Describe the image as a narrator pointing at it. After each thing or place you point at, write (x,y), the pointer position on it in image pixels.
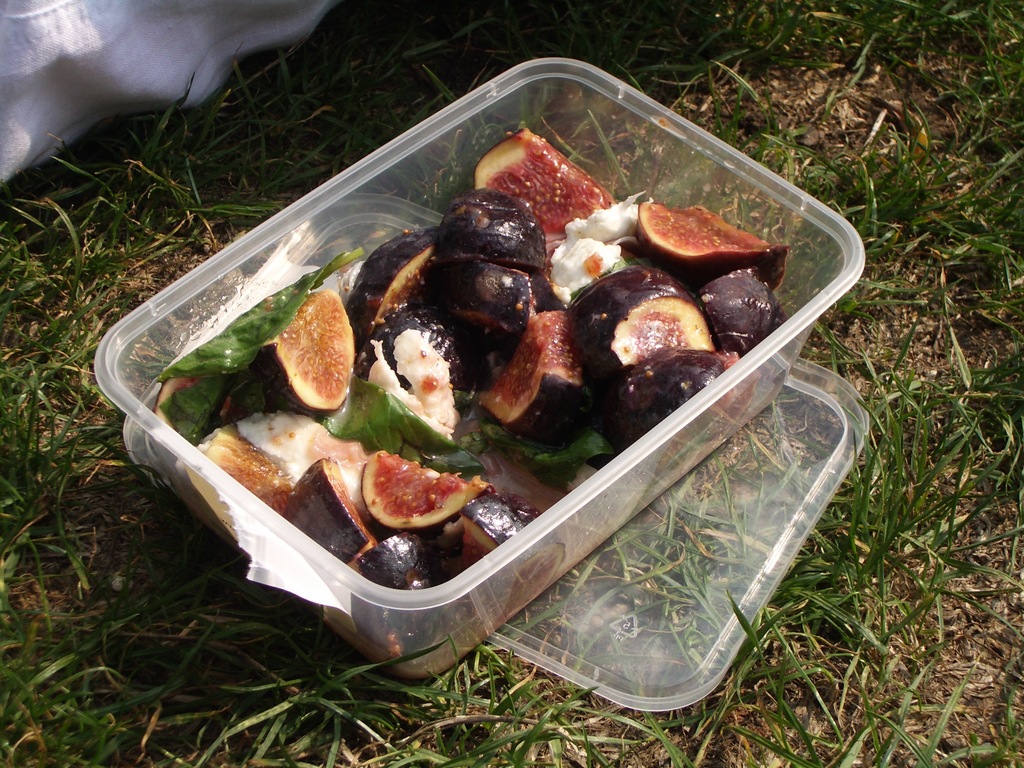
In this image we can see food (727,257) in a box (665,150) which is placed on a surface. Around the box (251,556) we can see the grass (235,550).
